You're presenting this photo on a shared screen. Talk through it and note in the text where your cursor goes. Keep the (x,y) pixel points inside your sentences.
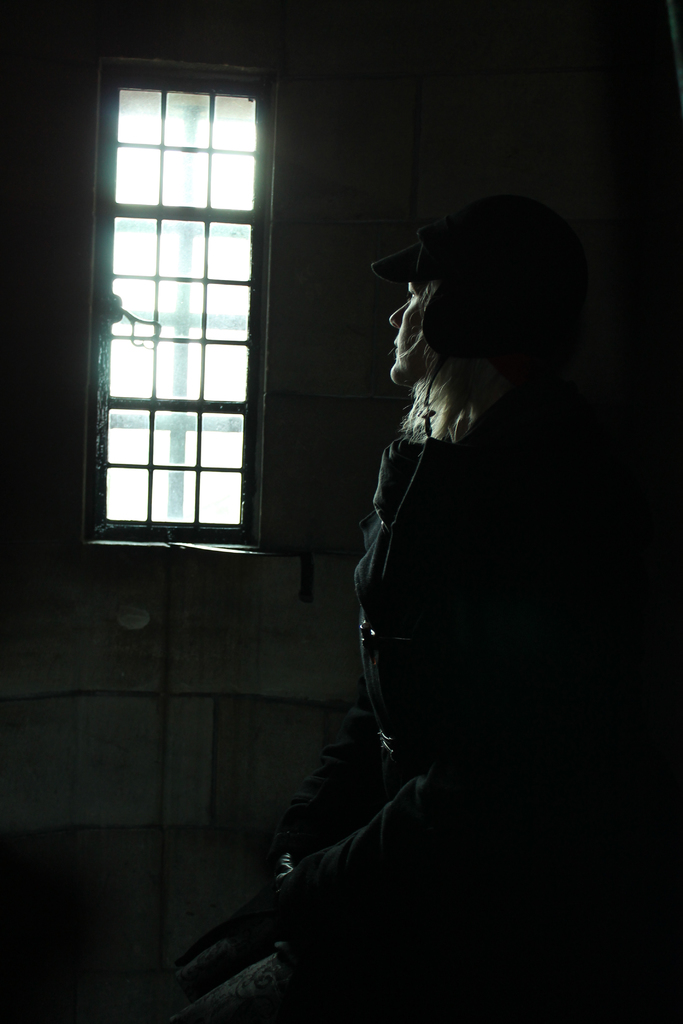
In this image we can see a woman (511,482). On the backside (308,424) we can see a wall (342,429) and a window (251,369).
